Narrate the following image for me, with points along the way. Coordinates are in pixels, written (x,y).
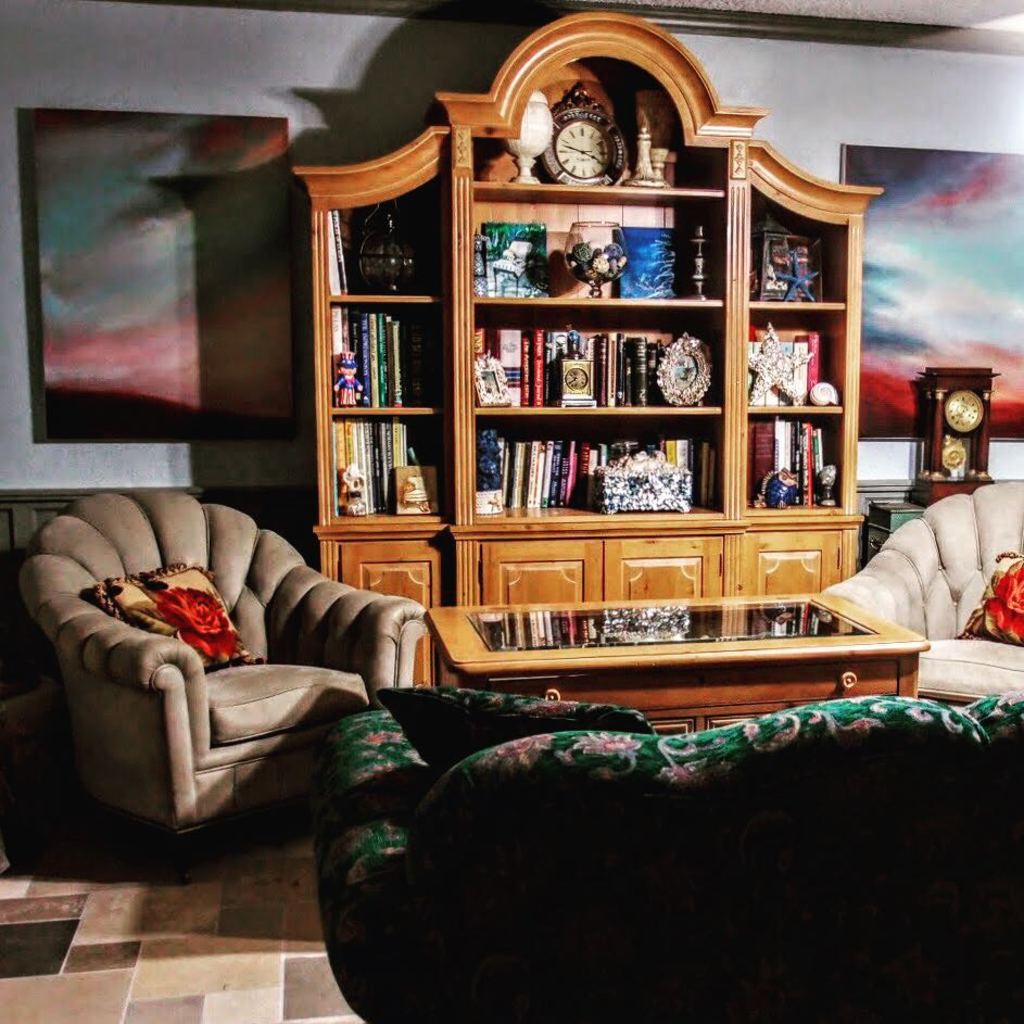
This picture describes about interior of the room (857,727), in this we can find couple of sofas (486,818), tables (584,683), and a clock (954,414) on the table (907,502), and also we can see couple of books (751,477), shields (643,144), a clock (600,129) and a flower vase (541,134) in the racks (596,215), in the background (165,207) we can see wall paintings (875,201) on the wall (887,106).
